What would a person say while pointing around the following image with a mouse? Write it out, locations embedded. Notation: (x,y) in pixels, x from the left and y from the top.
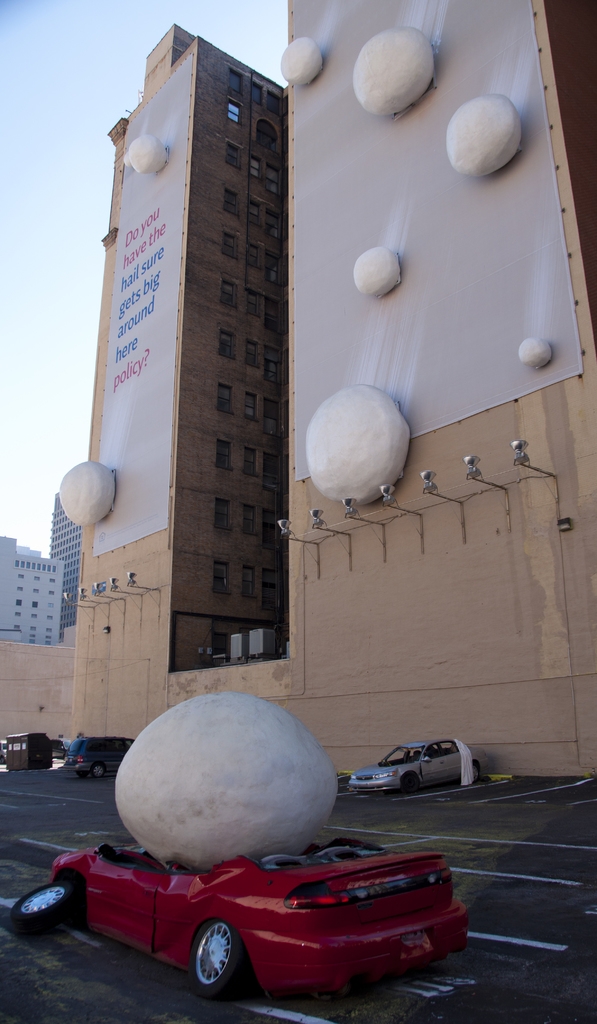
This is a building (240,480) with the windows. I can see a banner (148,506), which is attached to the wall (520,419). I think these are the rocks (350,413), which are white in color. I think these are the lamps (150,589). These are the vehicles (119,747), which are parked. This is the rock (221,777), which is above the car (287,913).
